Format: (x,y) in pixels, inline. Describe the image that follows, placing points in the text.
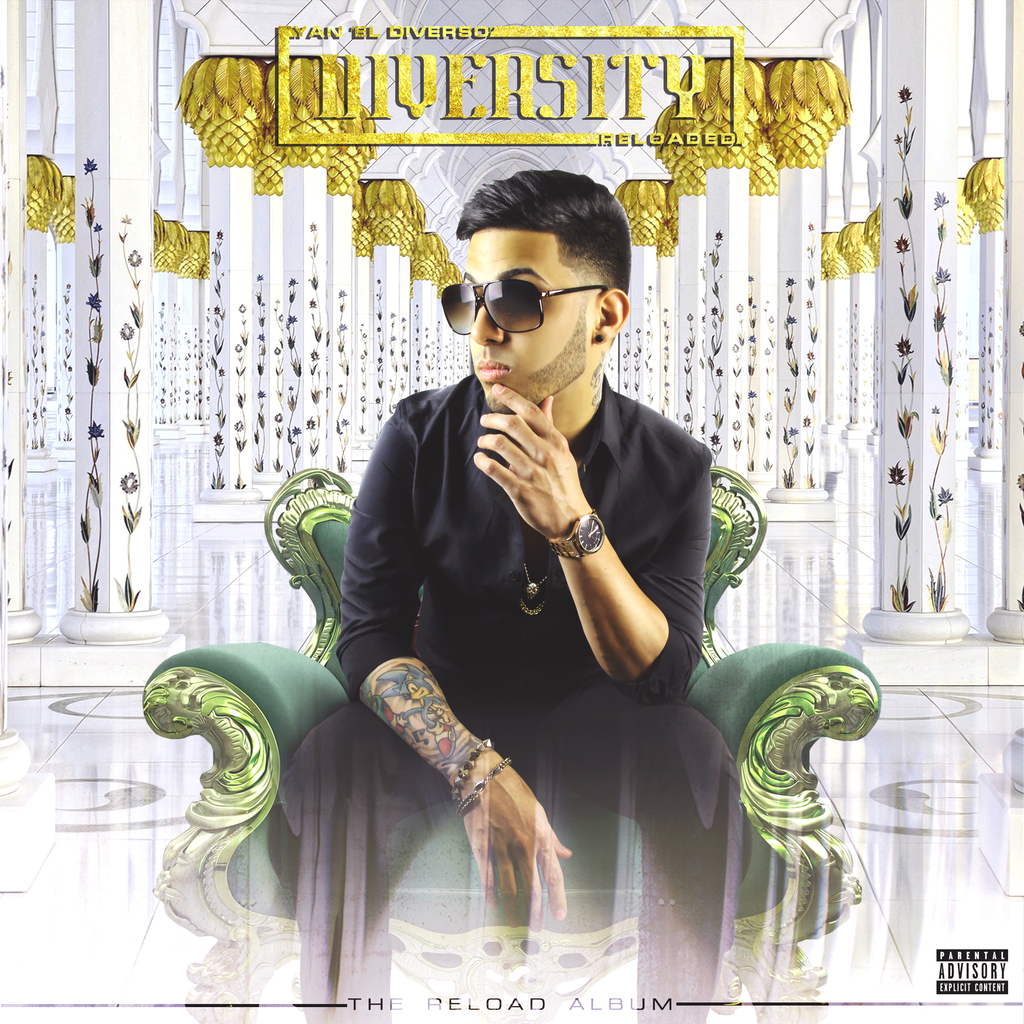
In this picture, we can see a poster (803,479) of person (409,456) sitting in a chair (766,838), we can see some pillars (151,290), floor (164,504) and we can see some label (738,39) on top (283,30) and we can see a watermark (953,960) in the bottom right corner (944,974).
